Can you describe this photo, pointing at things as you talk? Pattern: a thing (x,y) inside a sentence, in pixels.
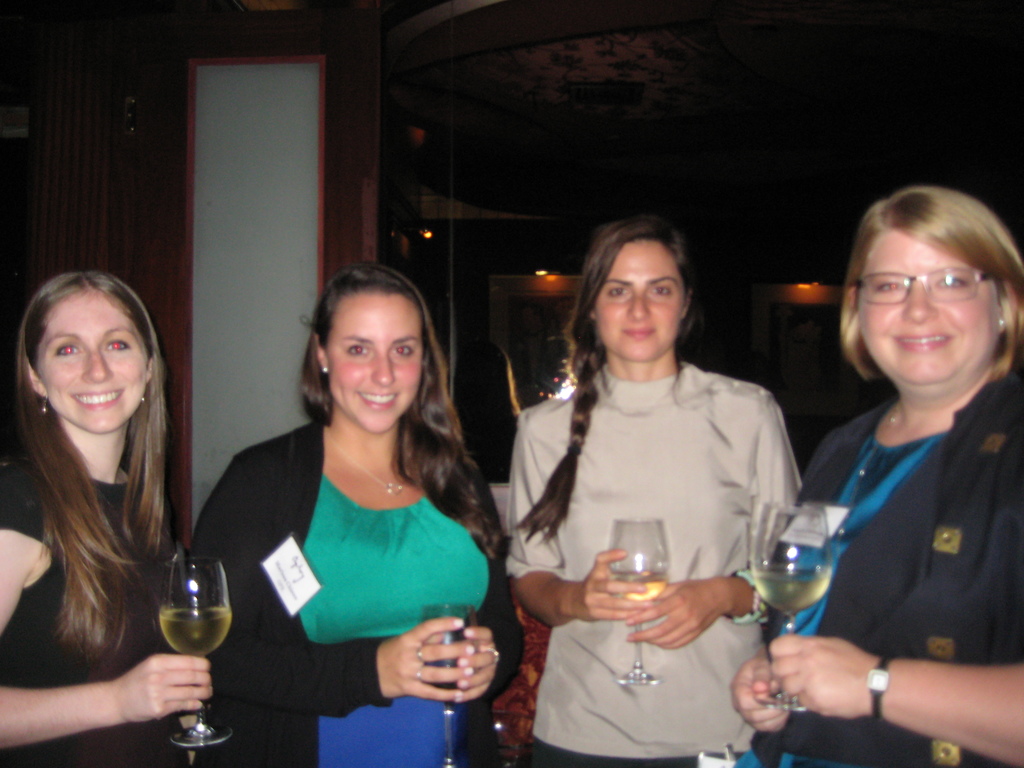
There are 4 ladies (30,694) standing holding a glasses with the wine (456,657) in it.
